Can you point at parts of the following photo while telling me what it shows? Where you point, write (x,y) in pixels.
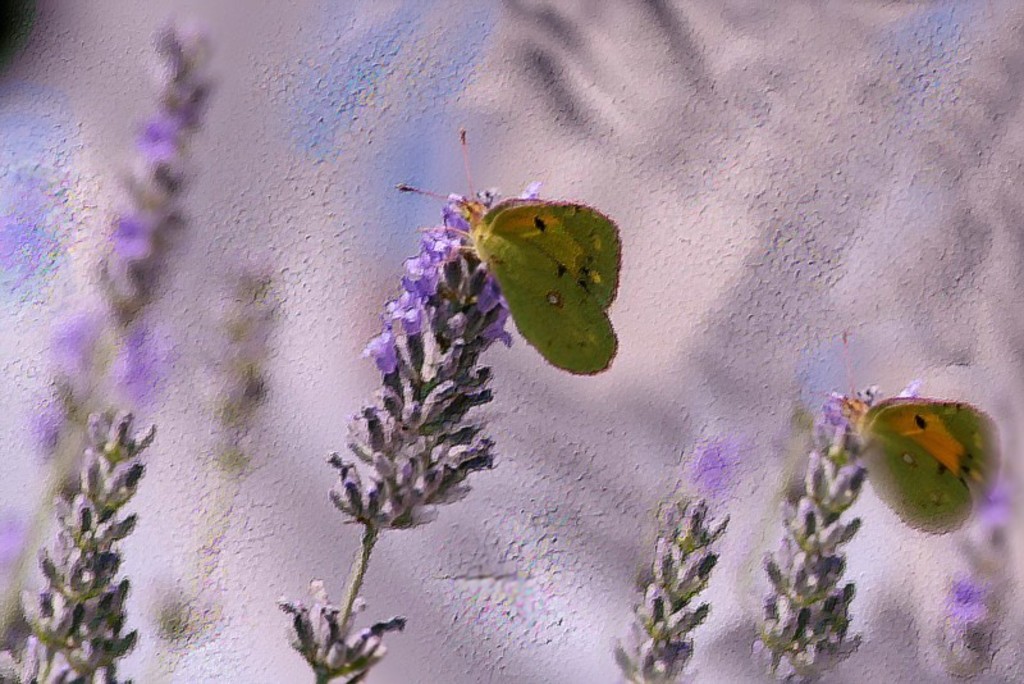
In this picture, it is looking like a painting of two insects (544,295) on the flowers (478,382). Behind the flowers (477,376) there is a wall (624,373).
